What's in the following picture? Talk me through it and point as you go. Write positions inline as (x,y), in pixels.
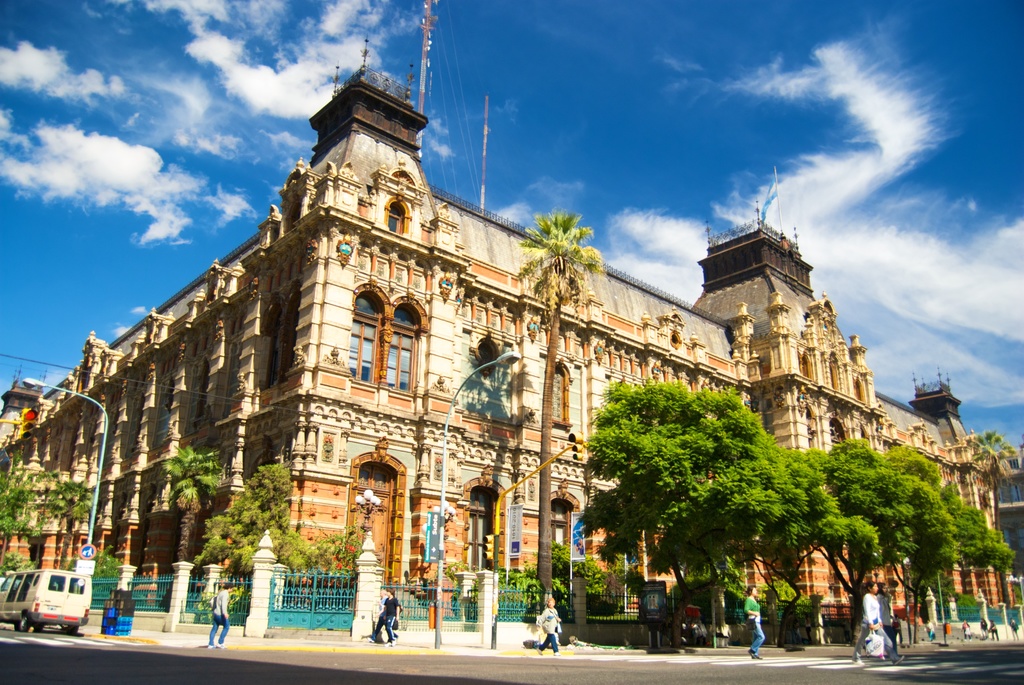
In the center of the image (461,423) a building (538,423) is there. On the right side of the image (860,490) we can see the trees (825,499) are present. On the left side of the image (70,578) a truck (39,582), electric light pole (100,459) are present. In the middle of the image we can see the main gate door (322,598) and some persons (873,622) are walking. At the top of the image (720,61) clouds (751,89) are present in the sky (759,152). At the bottom of the image (760,654) road (758,673) is present.
